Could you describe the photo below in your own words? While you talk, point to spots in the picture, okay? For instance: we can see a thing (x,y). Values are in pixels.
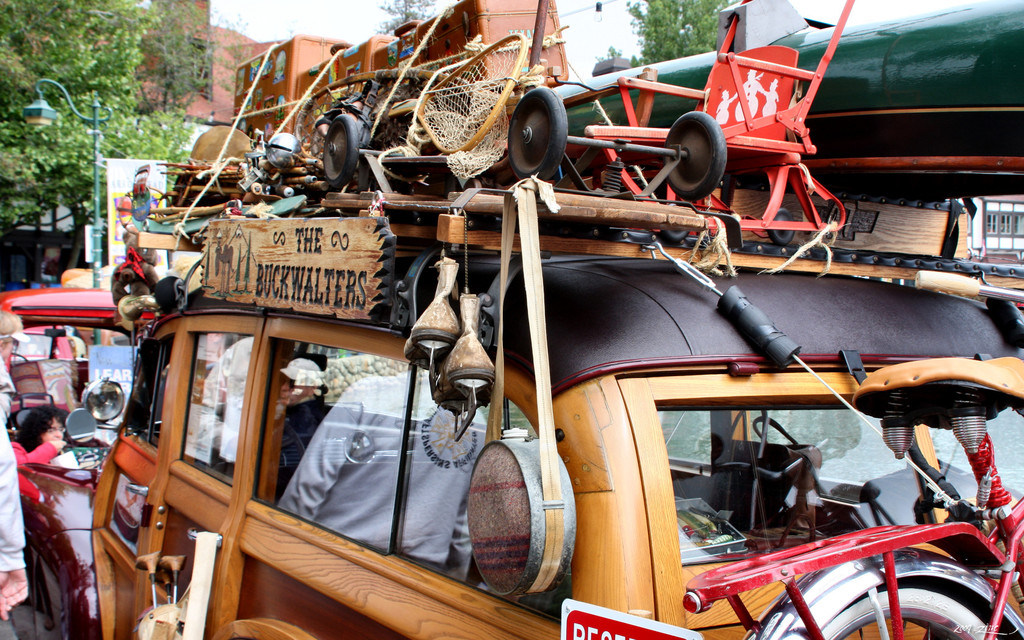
In the picture we can see an old car (623,320) on it, we can see some things (939,588) are tied on it and in front of the car (597,322) we can see another car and some persons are standing, and behind we can see a pole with light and trees (124,134) behind it and beside it we can see a building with windows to it and in the background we can see a sky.
